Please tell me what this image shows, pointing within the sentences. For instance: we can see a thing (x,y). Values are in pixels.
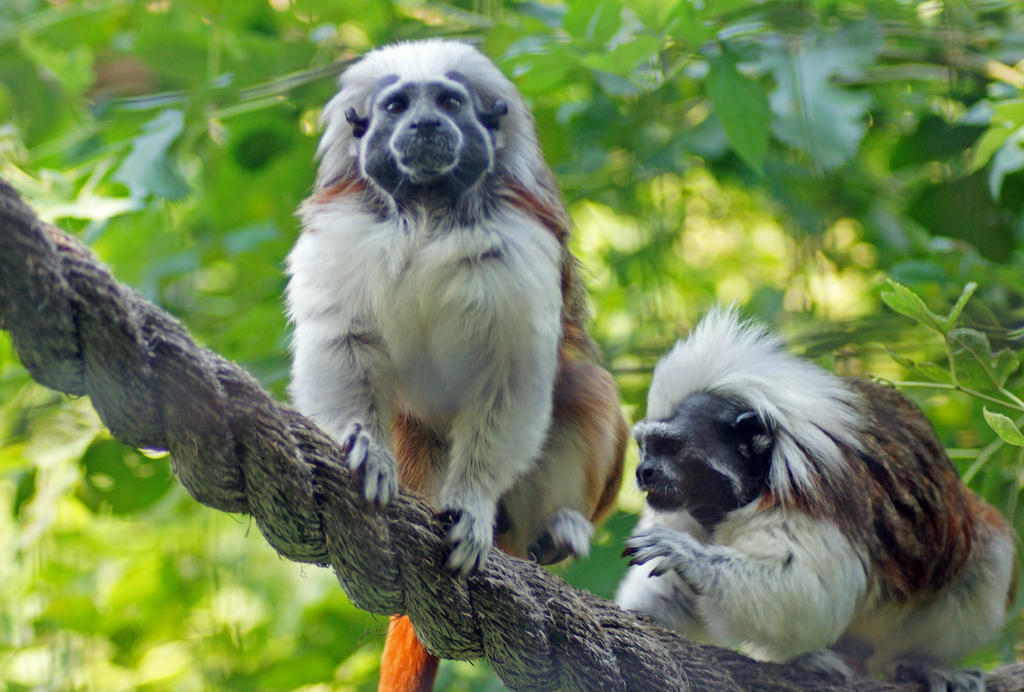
In this picture we can see two animals (849,472) on a rope (743,678). We can see a few leaves (782,224) from left to right. Background (53,670) is blurry.
